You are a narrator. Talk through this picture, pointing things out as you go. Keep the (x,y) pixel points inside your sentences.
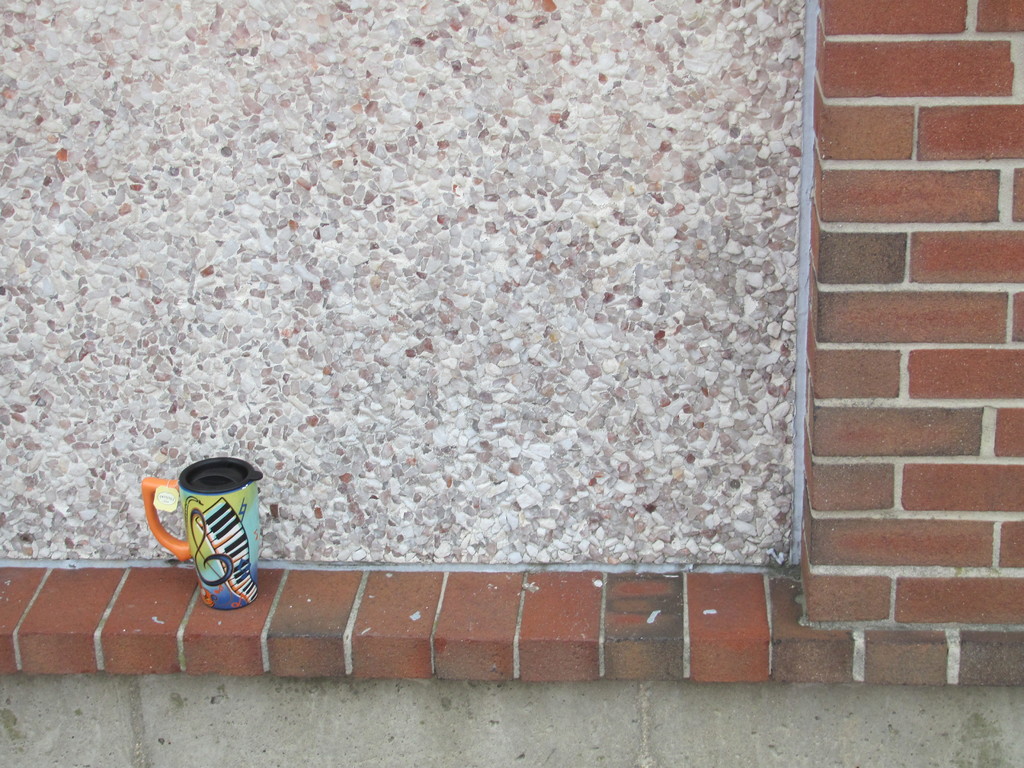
On the left side of the image (215,563) we can see a mug (215,572) placed on the wall (132,583). In the background (717,296) there is a stone wall (605,308).
